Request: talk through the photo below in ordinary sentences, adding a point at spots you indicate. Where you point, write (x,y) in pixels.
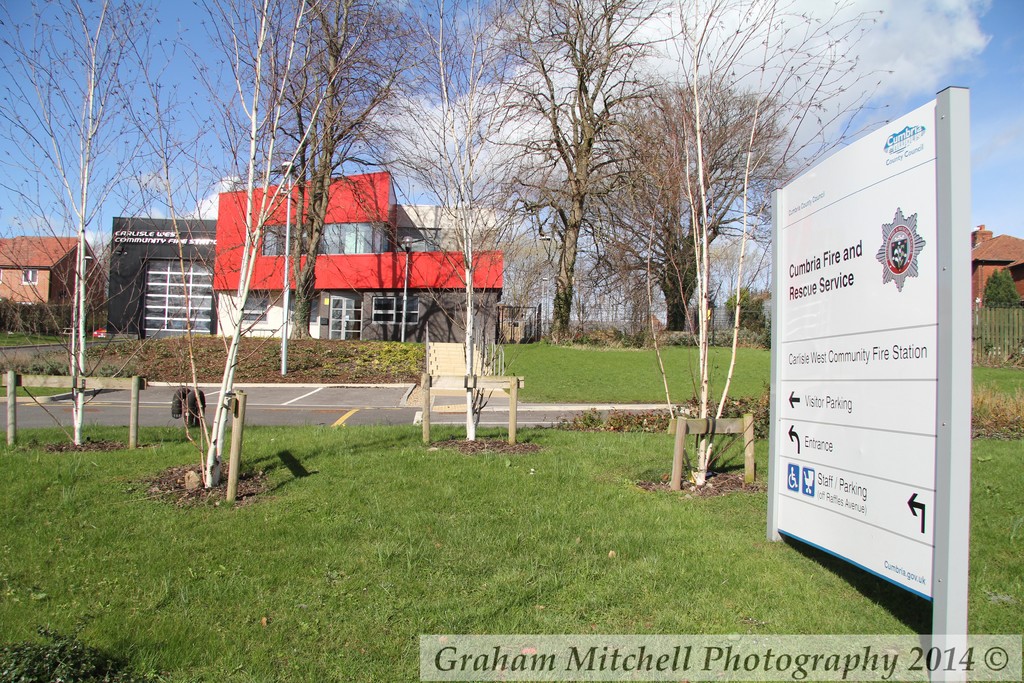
In this image I can see the white color board (863,336) and something is written on it. To the side of the board (796,249) I can see many trees (472,414) and the road (286,407). In the background (373,305) there are many buildings (390,303), clouds (718,13) and the blue sky (461,14).
